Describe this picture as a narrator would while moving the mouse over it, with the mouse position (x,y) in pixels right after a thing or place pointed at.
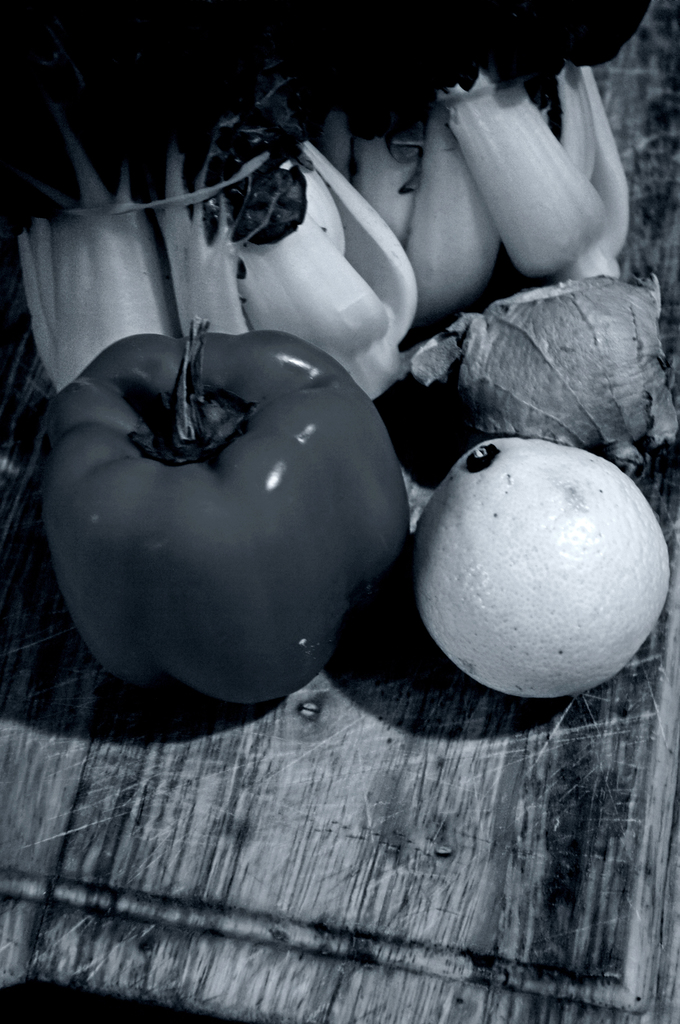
This is a black and white image. In this image there is a capsicum (330,420) and some other vegetables (302,302).
